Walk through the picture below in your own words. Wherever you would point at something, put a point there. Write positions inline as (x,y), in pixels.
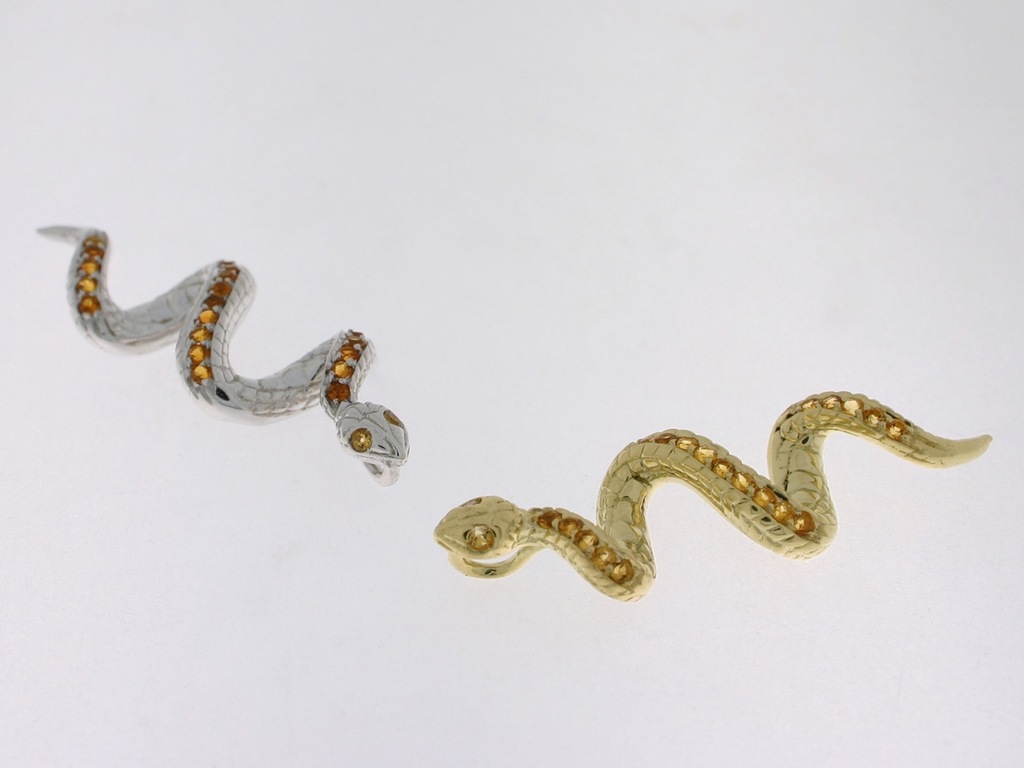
In this image we can see two snakes (860,401) which looks like a artificial objects (727,515) and we can see one is in gold color and the other one is silver color.
